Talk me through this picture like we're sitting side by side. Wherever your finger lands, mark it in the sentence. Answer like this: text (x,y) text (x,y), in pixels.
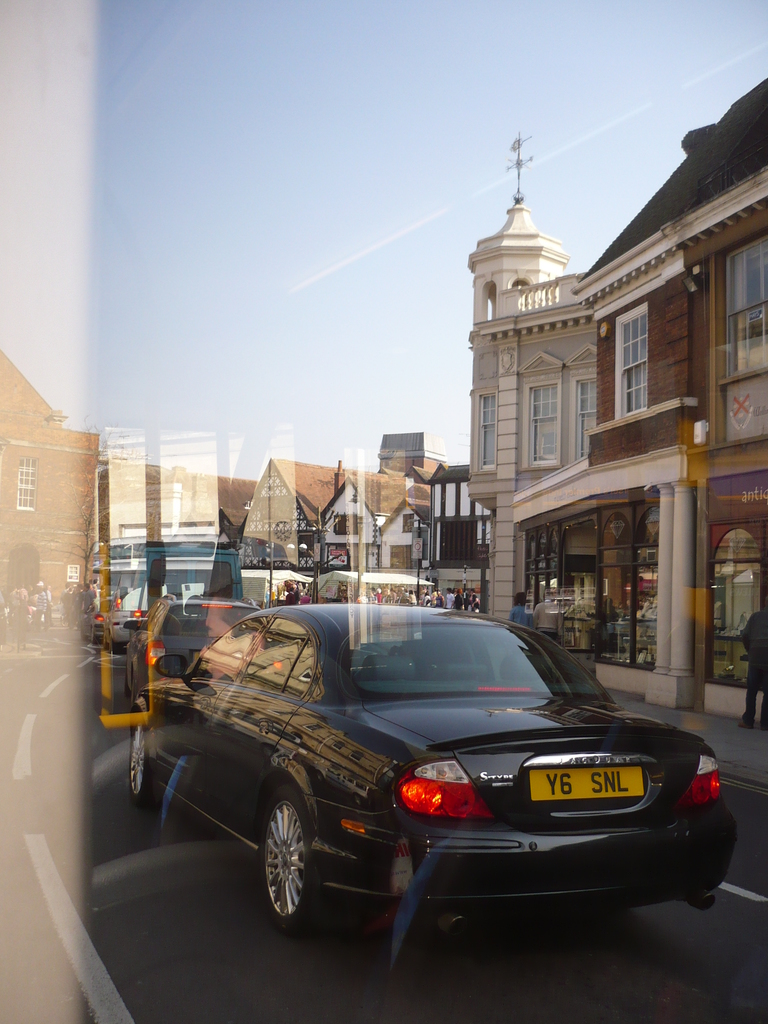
In this picture I see the road (37,752) in front (10,730) on which there are vehicles (253,696) and in the middle of this picture (498,378) I see number of buildings (470,522) and few people (556,626) and in the background (224,141) I see the sky (383,225).
